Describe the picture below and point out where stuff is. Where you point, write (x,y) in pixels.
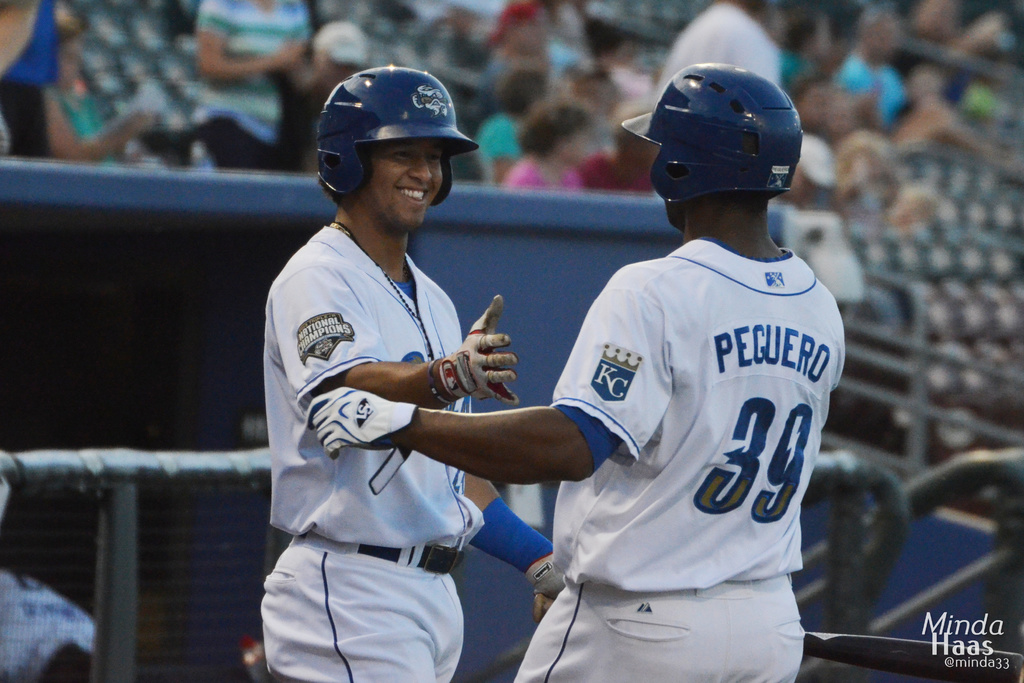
In this image we can see two men (498,430) standing. On the backside (130,524) we can see a fence (212,507), a group of people (67,92) and some empty chairs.
